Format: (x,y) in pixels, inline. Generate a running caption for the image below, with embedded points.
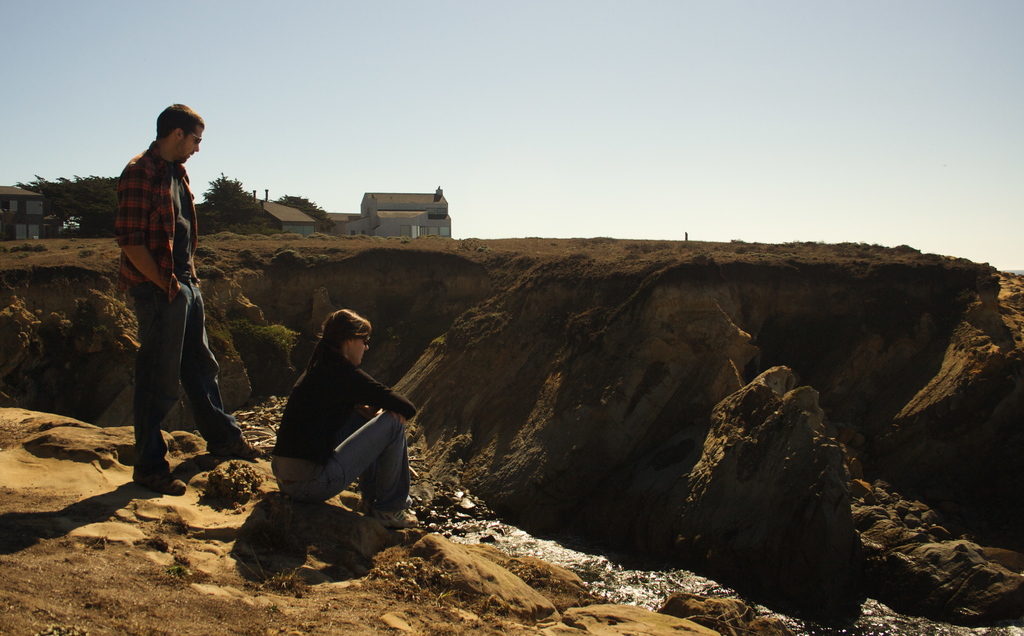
In the center of the image (354,404) we can see a person (387,490) sitting on the rock (343,494). On the left (205,368) there is a man (178,126) standing. In the background (87,218) there are sheds (14,192), trees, rocks (791,416) and sky (575,179).
